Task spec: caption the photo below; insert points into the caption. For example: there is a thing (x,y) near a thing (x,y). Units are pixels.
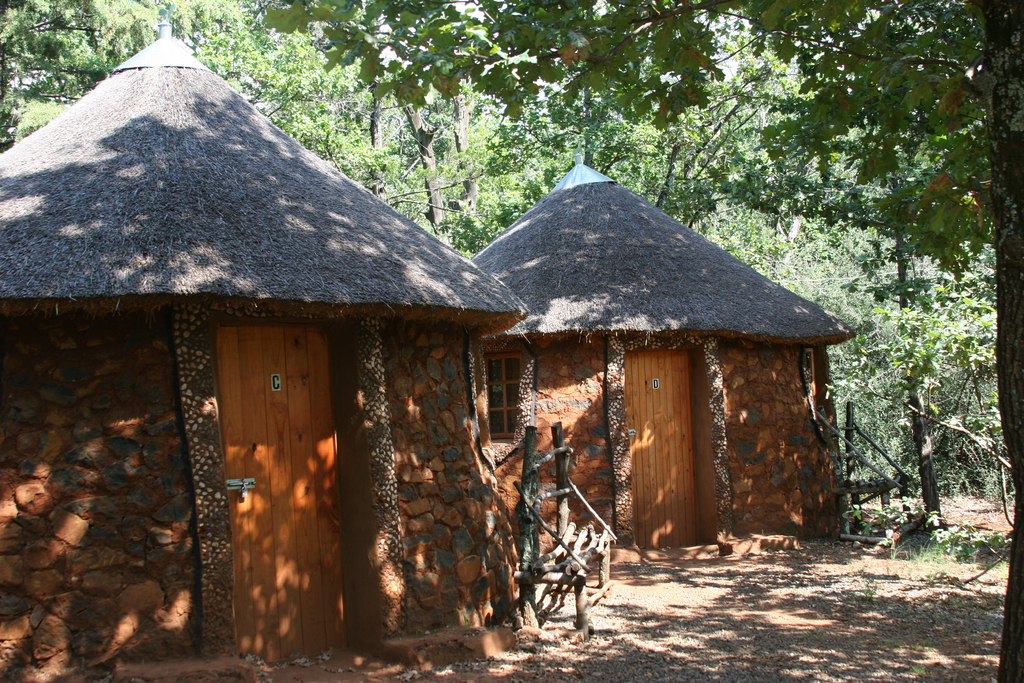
In this image there are huts (569,401) and trees (416,140).
